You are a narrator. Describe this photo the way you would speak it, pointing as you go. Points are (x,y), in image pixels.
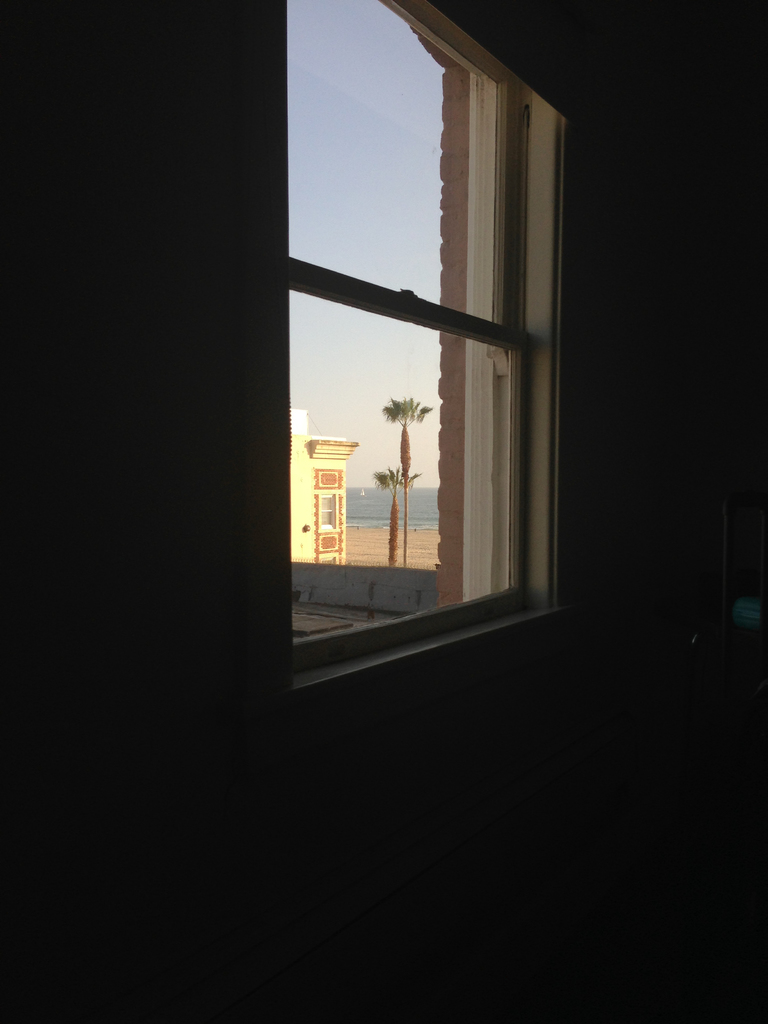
In this image we can see a wall (251,682), window (349,28) through which we can see a building (346,447), trees (380,475), water (388,517), sky (292,310) and sand (353,554).
